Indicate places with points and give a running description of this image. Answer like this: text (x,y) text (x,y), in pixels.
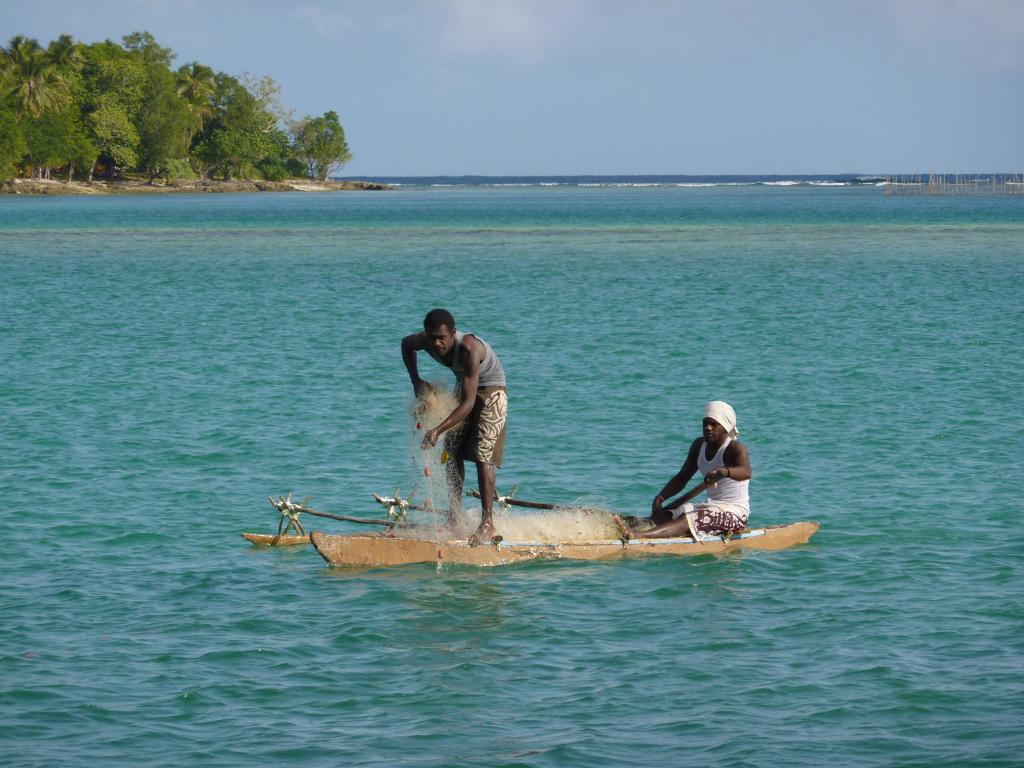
In this image I can see 2 people (463,446) present in a boat (449,543). A person (480,543) is holding a net (580,522) and there is water (255,292). There are trees (166,139) on the left (179,143) and sky (718,139) at the top (718,139).
